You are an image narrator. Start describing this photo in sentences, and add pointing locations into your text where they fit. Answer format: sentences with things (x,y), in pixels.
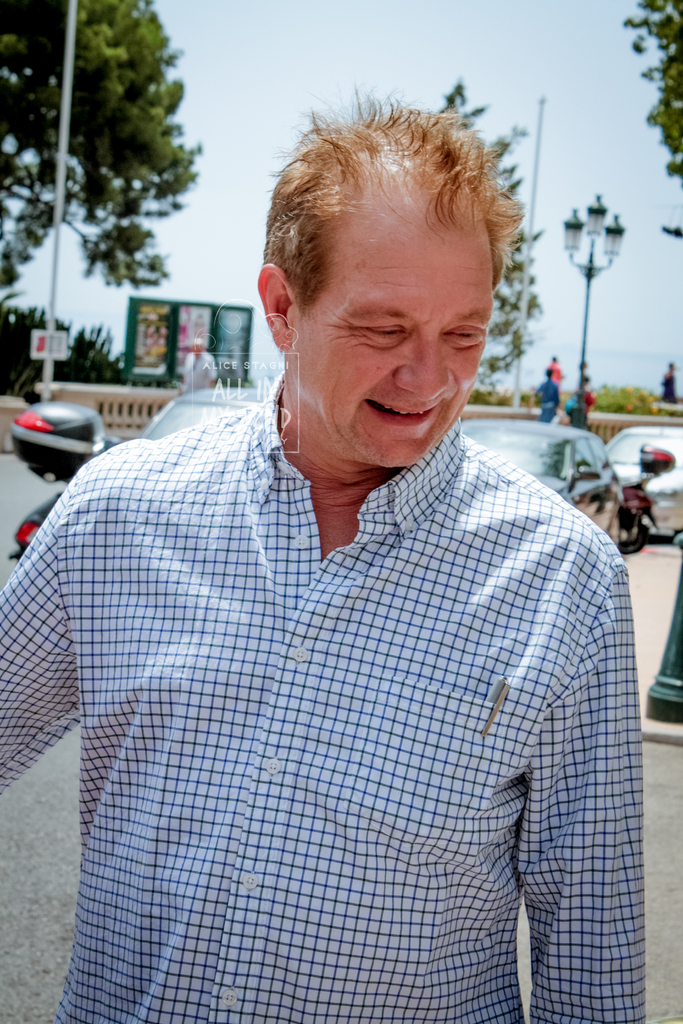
In this image there is a man (483,884) standing on a road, in the background (606,464) there are vehicles (612,464), people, light poles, trees (140,132) and the sky (372,34) and it is blurred, in the middle (255,363) there is a watermark (227,404).
